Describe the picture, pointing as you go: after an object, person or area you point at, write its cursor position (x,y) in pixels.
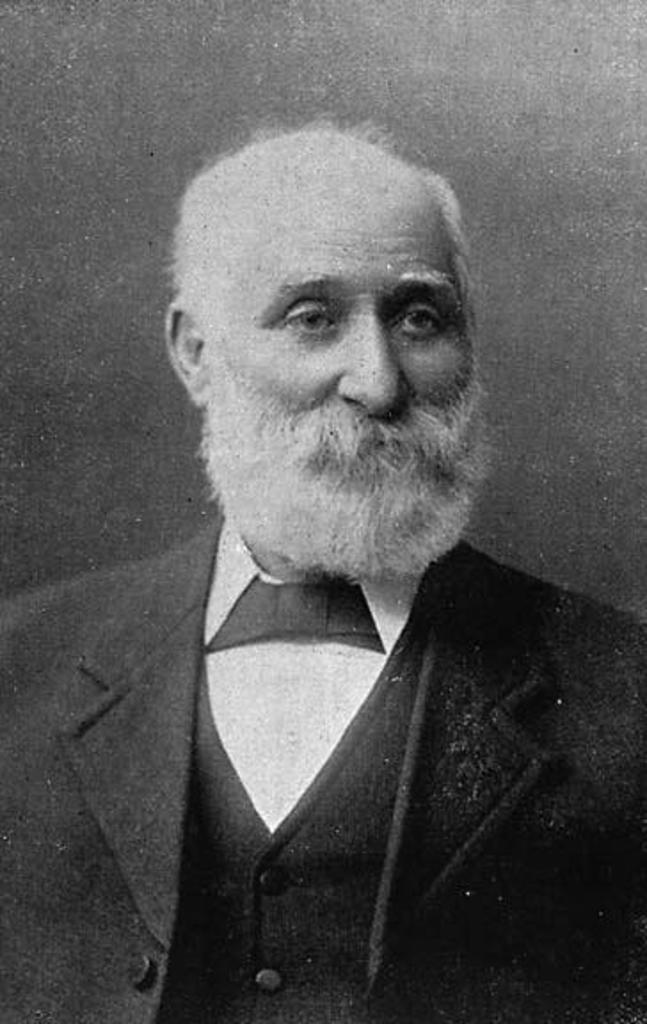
This is an old black and white image. I can see the man (347,398). He wore a suit (267,871) and shirt (314,714).
